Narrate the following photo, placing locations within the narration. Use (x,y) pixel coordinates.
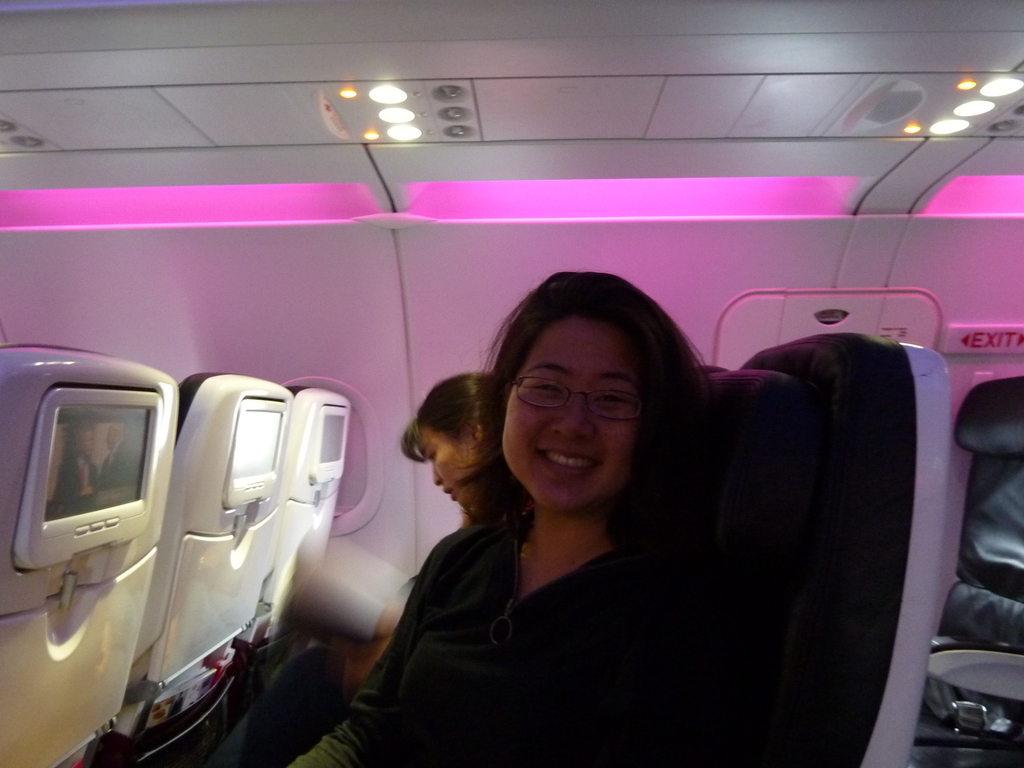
In the image in the center (416,481), we can see one vehicle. Inside the vehicle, we can see two persons (539,494) are sitting and one of them is smiling. In the background (450,292) there is a wall (430,278), roof (324,74), sign board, lights (49,206) and chairs (214,559).
